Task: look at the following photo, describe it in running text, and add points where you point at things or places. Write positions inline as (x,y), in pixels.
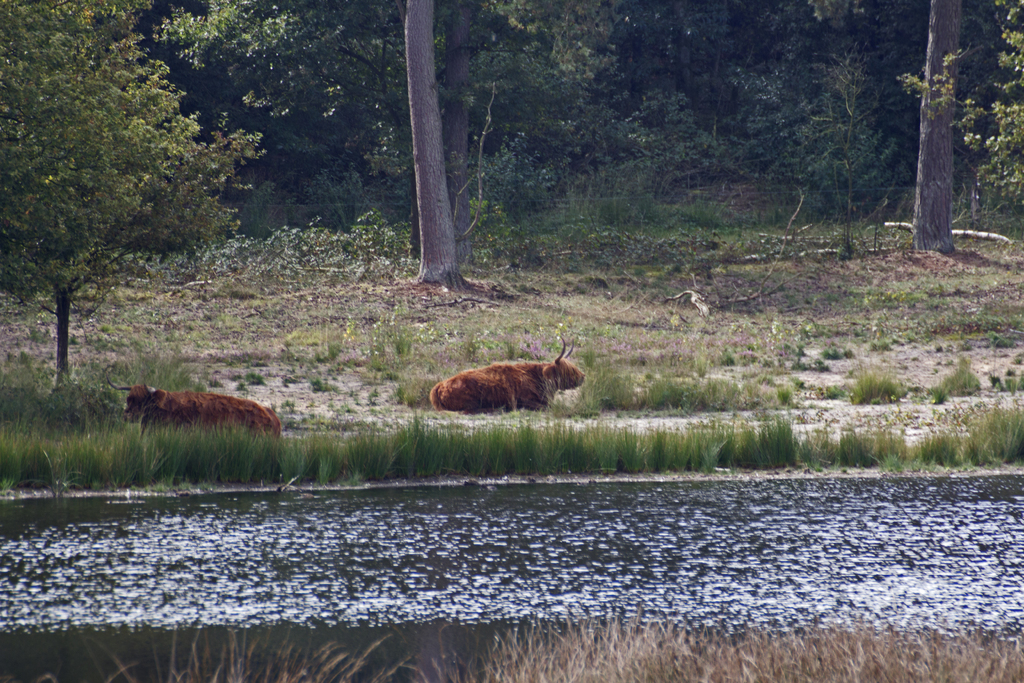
At the bottom of the image (510,631) there is grass (487,662). Behind the grass (487,662) there is water (484,573). Behind the water (349,497) on the ground (584,321) there is grass (743,434) and also there are two animals (519,368). In the background (248,77) there are trees (531,178).
